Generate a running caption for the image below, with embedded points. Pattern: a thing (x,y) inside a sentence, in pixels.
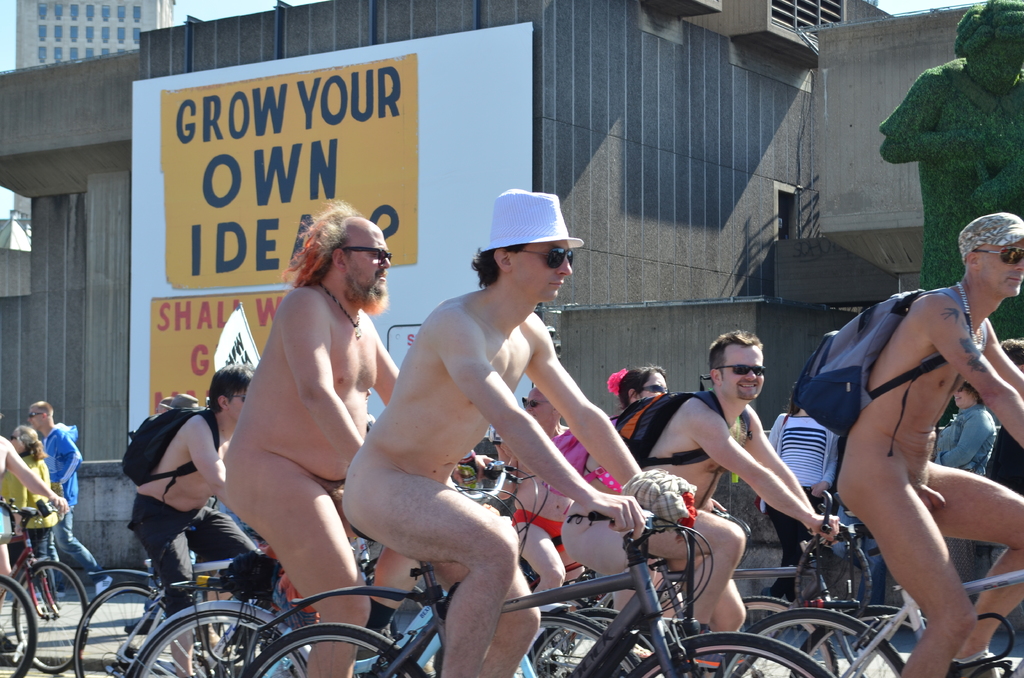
This is the picture taken in the outdoors. A group of people (455,489) riding their bicycles (375,591) on road (567,641). Behind the people (565,509) there is a hoarding (290,154), tree (956,107), buildings (818,148) and sky (10,29).
